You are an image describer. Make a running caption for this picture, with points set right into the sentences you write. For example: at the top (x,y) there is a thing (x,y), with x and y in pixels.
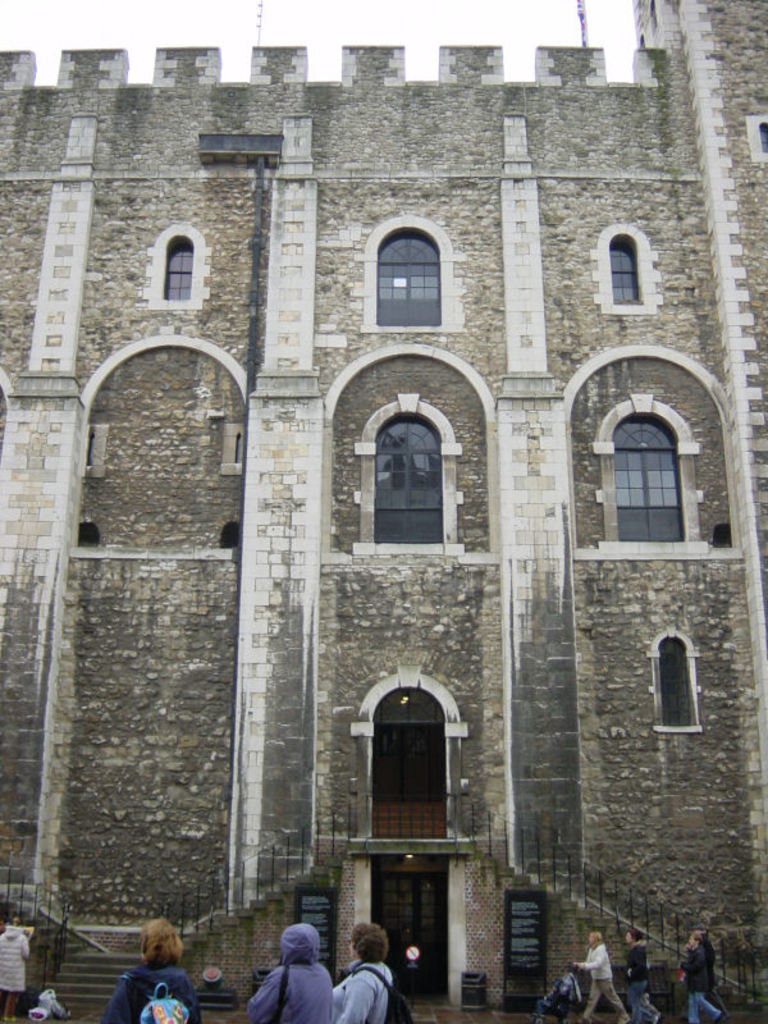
At the bottom of the picture (369,988), we see three people (276,1004) are standing. In the right bottom (593,962), we see three people (630,989) are walking. In front of them, we see a baby trolley (565,1003). In the left bottom (17,933), we see a woman (23,971) is standing and beside her, we see the staircase (88,954) and the stair railing (58,952). In the middle (349,504), we see a building (350,594) which is made up of stones (562,612). It has windows (442,511) and a door (432,780). We even see a black gate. Beside that, we see a garbage bin (481,980) and a board (533,938) in black color with some text (526,965) written on it. At the top (510,20), we see the sky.
